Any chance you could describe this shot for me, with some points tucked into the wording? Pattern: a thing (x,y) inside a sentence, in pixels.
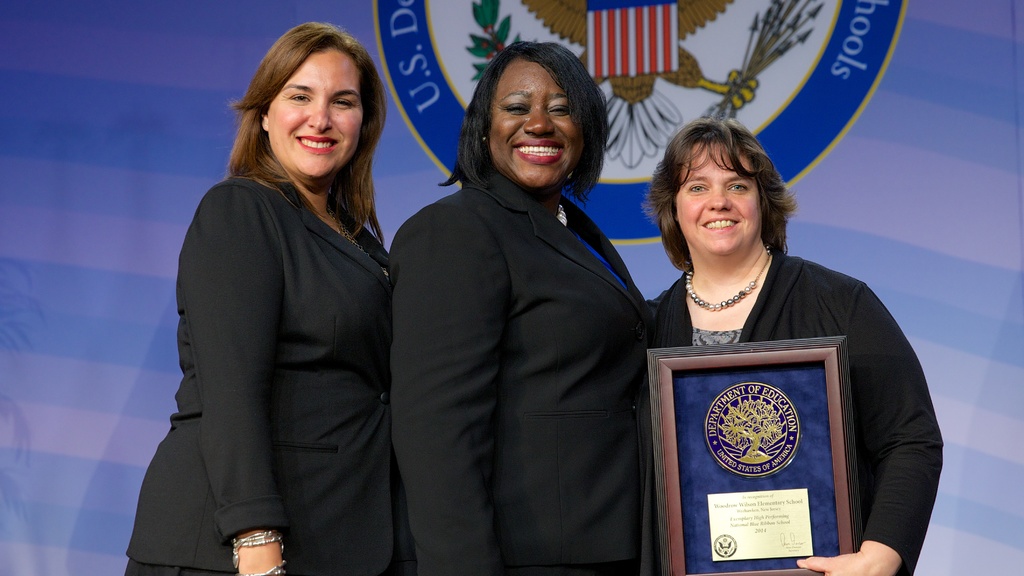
In this picture we can see women (348,465), they are smiling and one woman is holding an award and in the background (994,272) we can see a curtain (970,291).
